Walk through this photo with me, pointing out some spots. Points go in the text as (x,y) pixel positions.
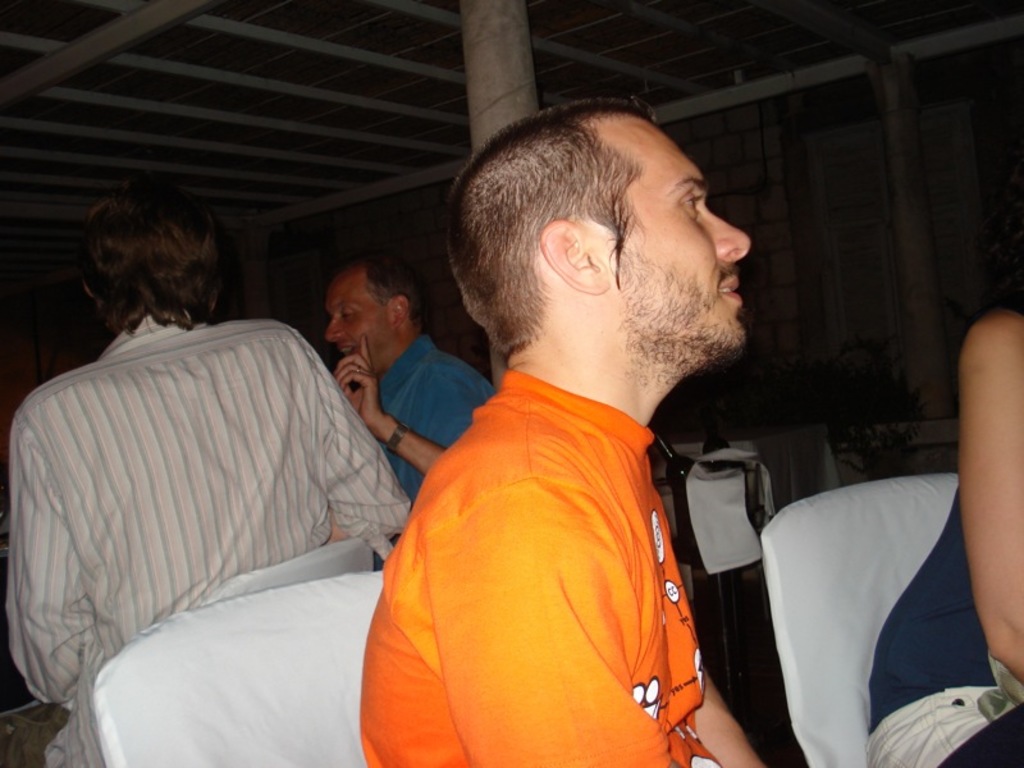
As we can see in the image there are chairs (355,726) and few people (530,342) here and there. The image is little dark.
